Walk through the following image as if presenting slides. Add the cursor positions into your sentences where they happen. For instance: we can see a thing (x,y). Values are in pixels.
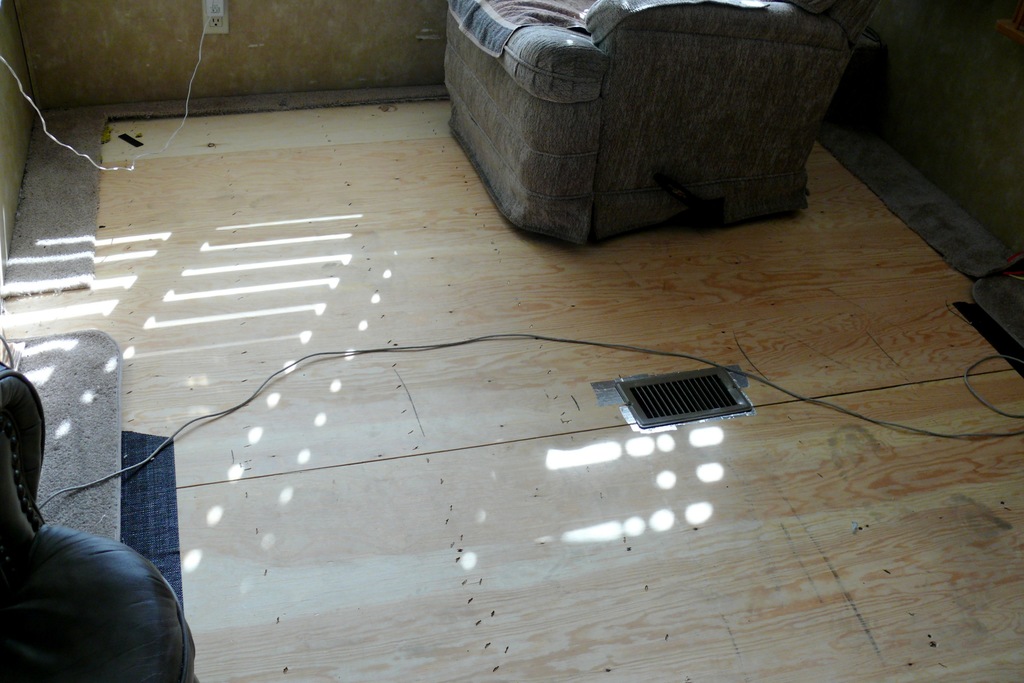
This looks like a couch (617,162). Here is a wire (382,351). On the left side of the image (90,496), that looks like a floor mat (103,500). I can see a socket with a cable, which is attached to the wall (181,89).
